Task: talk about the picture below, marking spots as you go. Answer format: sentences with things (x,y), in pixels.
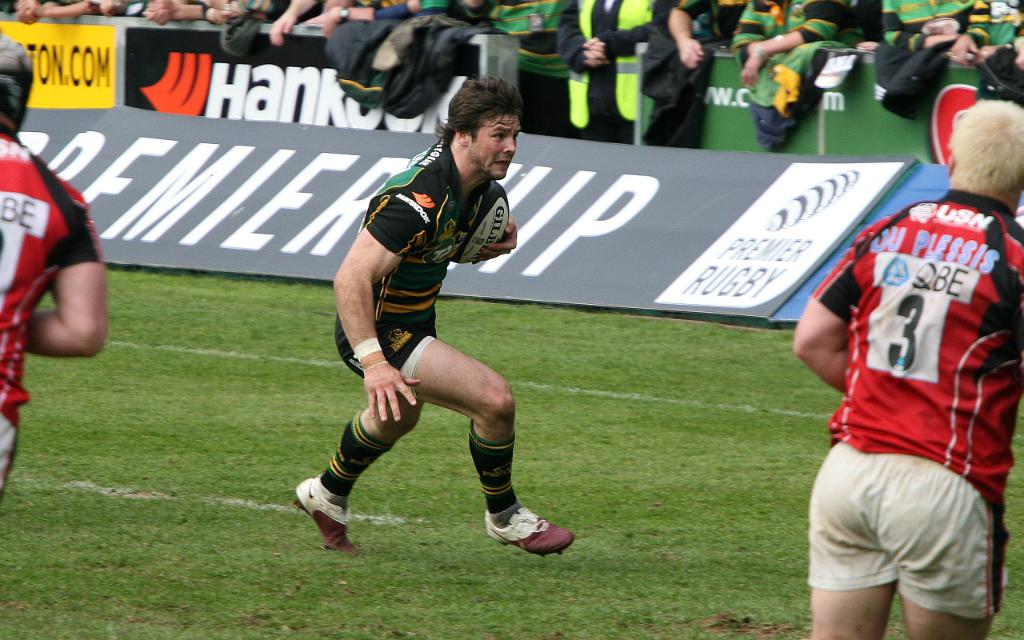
In this image in front (417,634) players (986,505) are playing rugby game on the ground (564,309). On the backside (729,99) there are banners (150,54). Behind the banners (745,96) people (800,19) are standing on the ground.
